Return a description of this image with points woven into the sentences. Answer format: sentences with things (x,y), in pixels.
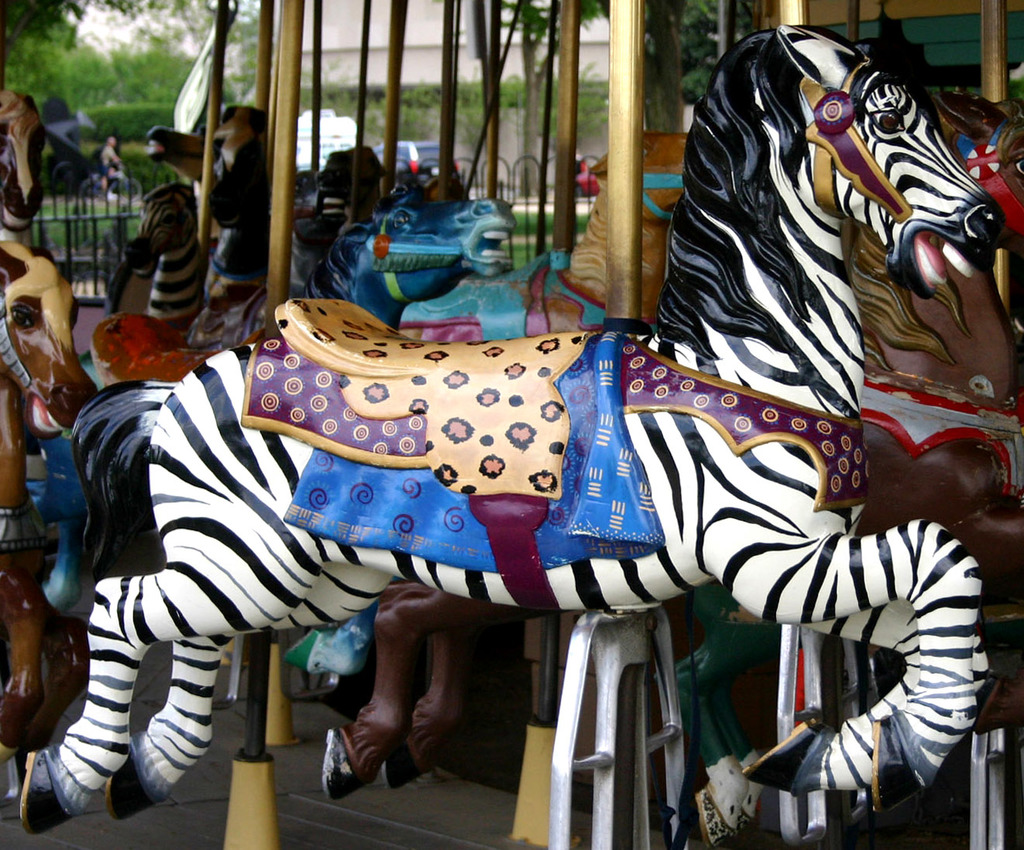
In this image, we can see a merry-go-round (752,545) with animal shape riding seats (377,400). Here we can see few rods (575,84). Background (475,86) there are so many trees (18,64), plants (168,180), grill (108,217), vehicles (421,157). We can see a person (109,154). Top of the image (304,76), there is a wall (341,29).
